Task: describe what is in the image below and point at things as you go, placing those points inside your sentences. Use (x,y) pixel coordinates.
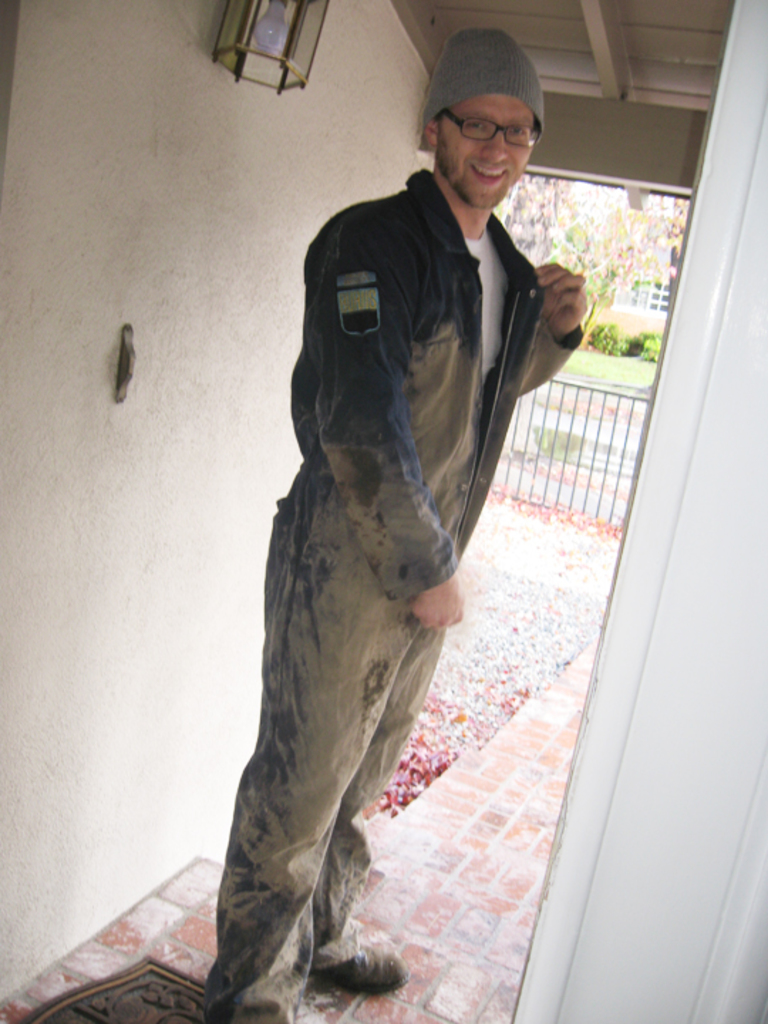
In this image there is a person (342,413) wearing glasses (461,126) and a cap (464,50), there is a light (227,55) attached to the wall (187,129), a fence (591,458), a tree (609,263), few garden plants (619,341), grass (591,368) and a building (641,309).
